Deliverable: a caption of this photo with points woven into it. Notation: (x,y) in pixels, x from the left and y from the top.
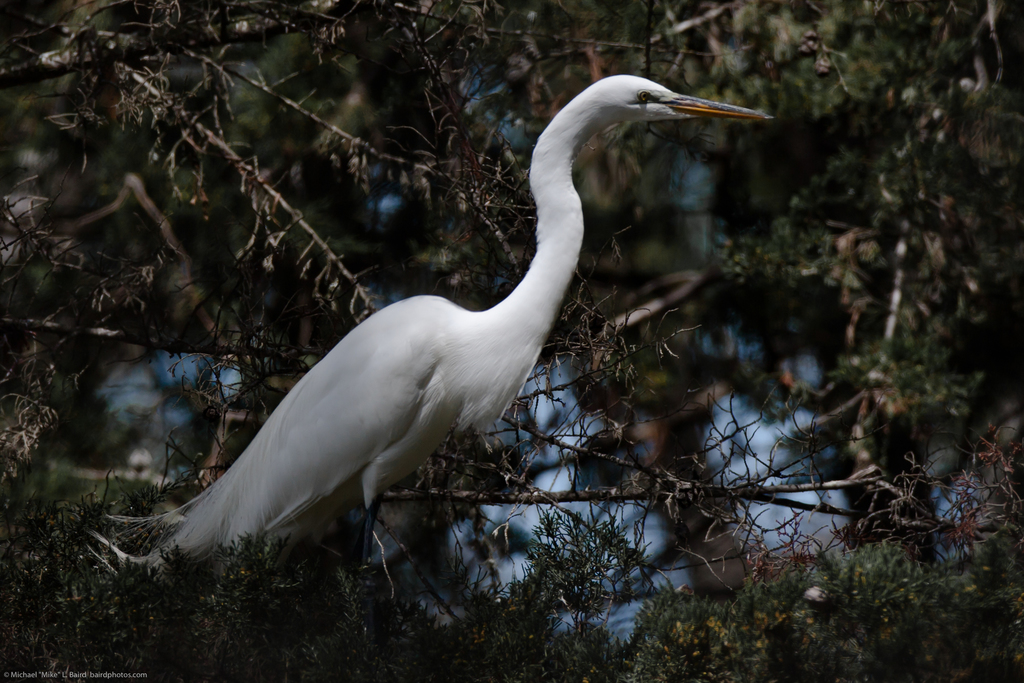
In this picture we can observe a white color crane (533,321). In the background (375,544) there are trees (423,149). We can observe a watermark (77,676) on the left side (148,677).
